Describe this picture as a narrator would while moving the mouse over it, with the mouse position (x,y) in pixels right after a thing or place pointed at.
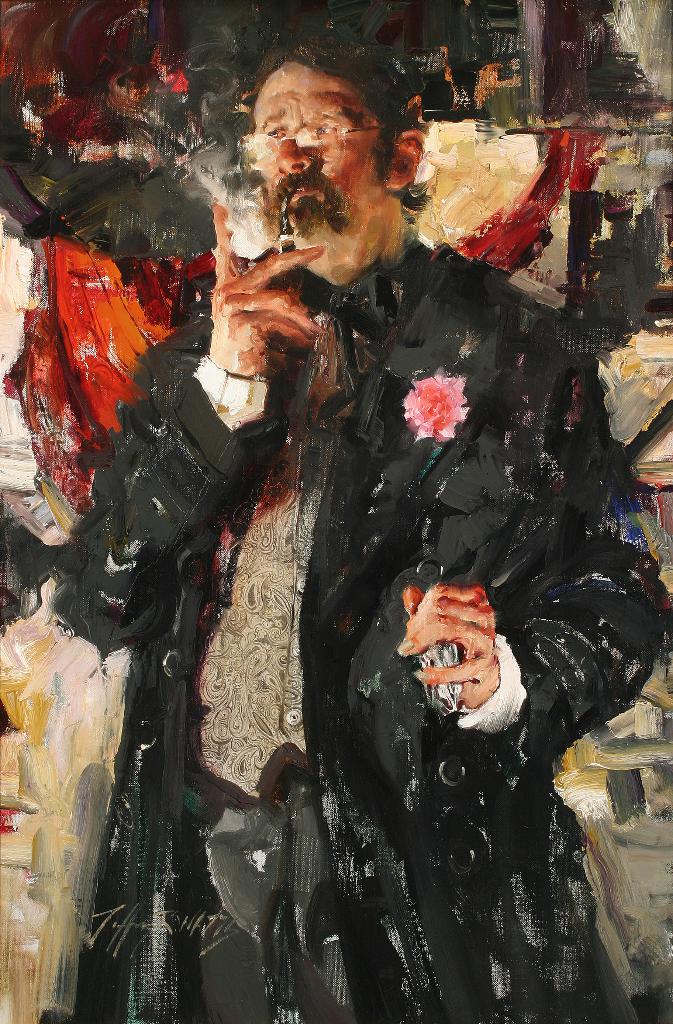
This is a painting in this picture in the center (320,548) there is one man (313,592) who is standing, and he is holding a pipe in the background (129,182) there is a wall (257,19).
